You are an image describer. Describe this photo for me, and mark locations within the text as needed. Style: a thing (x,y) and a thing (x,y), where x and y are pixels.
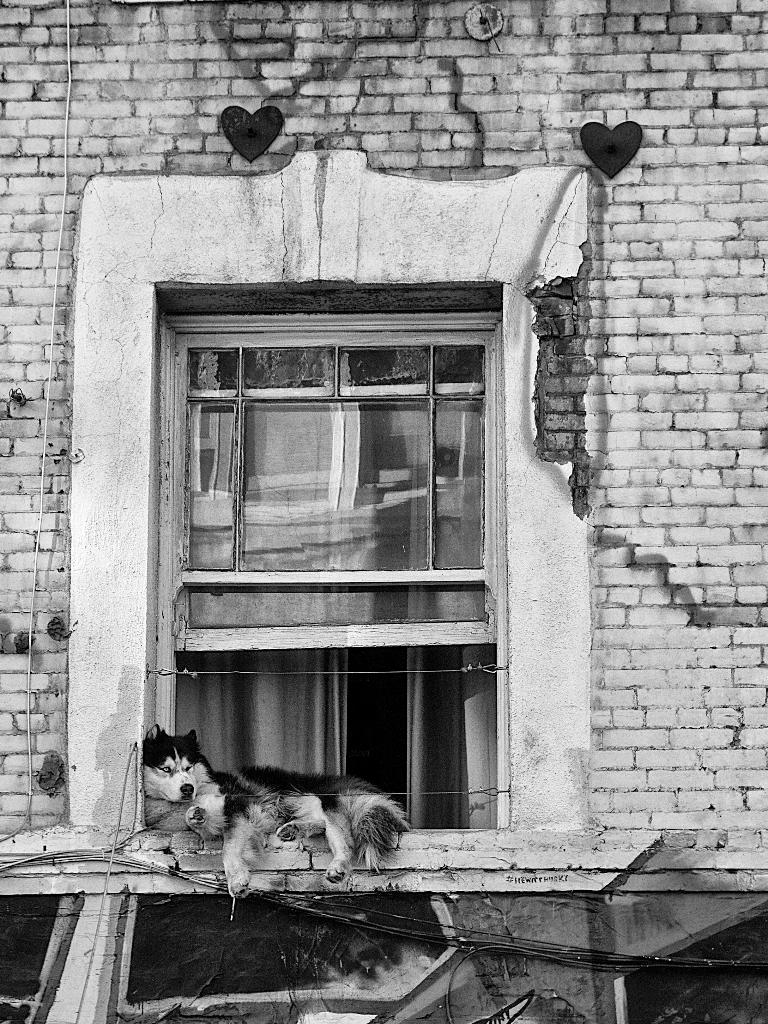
This is the black and white image and we can see a building (158,1003) with a window (315,438) and there is a dog (335,860) lying on the wall (237,980).
